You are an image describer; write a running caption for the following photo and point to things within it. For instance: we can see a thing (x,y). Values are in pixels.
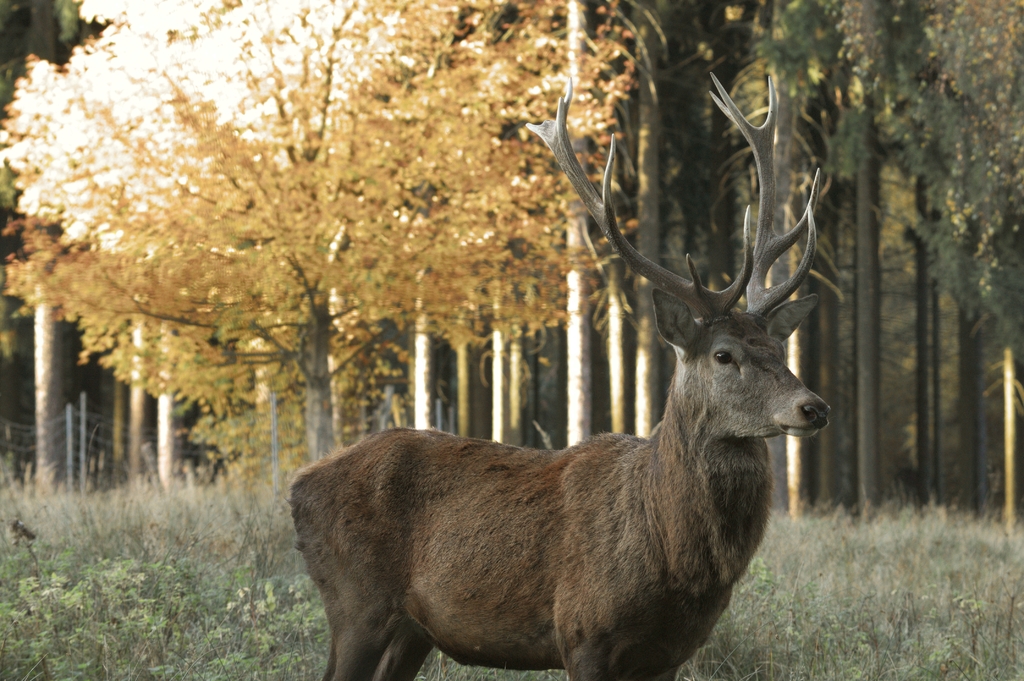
In this image I can see an animal (713,400) seems to be a deer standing in the center of the image (646,269). I can see trees (221,307) behind him. At the bottom of the image (115,588) I can see the grass (86,618).
